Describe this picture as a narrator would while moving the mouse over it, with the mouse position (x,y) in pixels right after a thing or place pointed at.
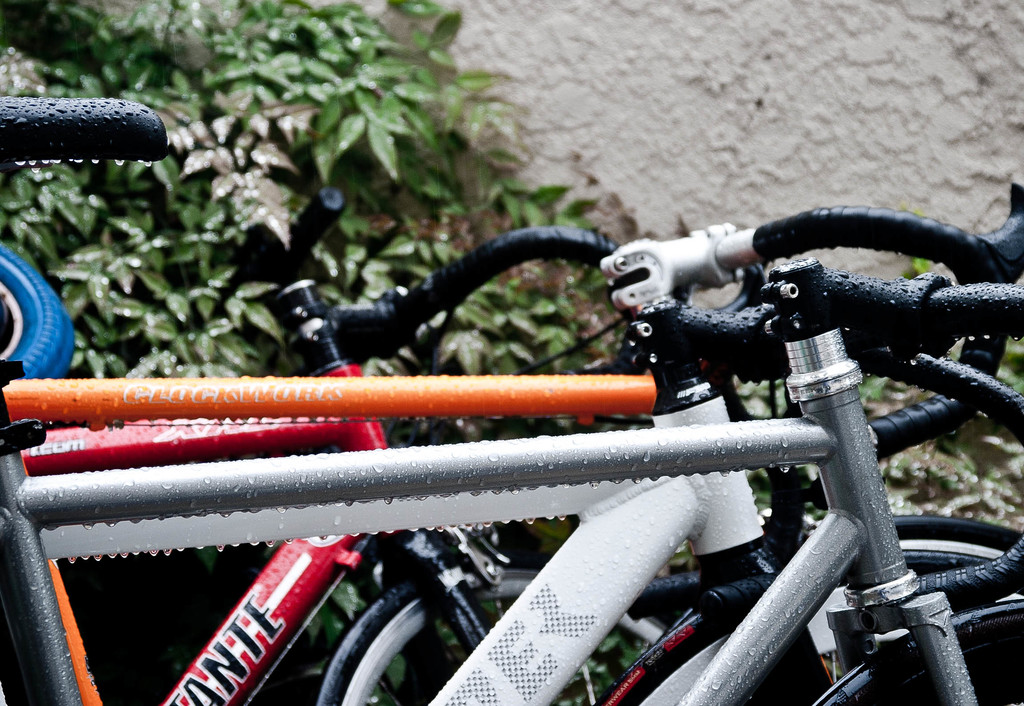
There are cycles (152,458). On the cycles (152,458) there are water droplets (271,459). In the back (544,144) there is a wall (484,62). Near to that there are plants (606,314).
